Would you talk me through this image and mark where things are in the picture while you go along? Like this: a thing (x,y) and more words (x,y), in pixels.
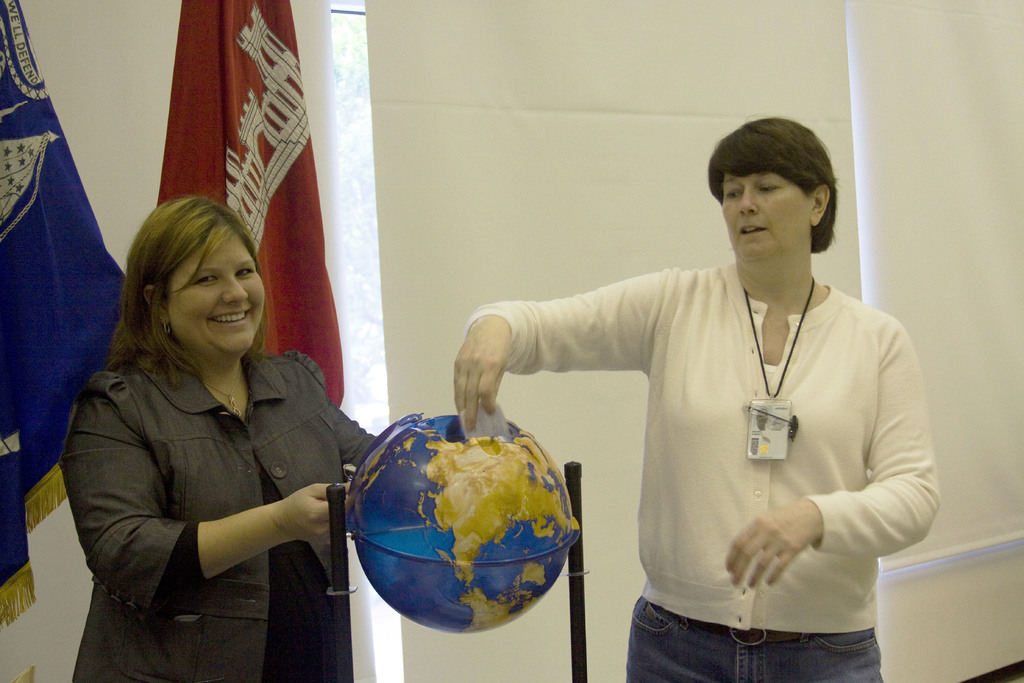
In this image I can see a person (742,397) wearing white and blue colored dress (676,408) is standing and holding an object (484,431) in hand (468,401) and another person (222,514) wearing black color dress (228,488) is holding the globe (431,478) which is blue and gold in color. In the background (560,125) I can see the window blind (567,149) and two flags (250,114) which are blue and red in color.
